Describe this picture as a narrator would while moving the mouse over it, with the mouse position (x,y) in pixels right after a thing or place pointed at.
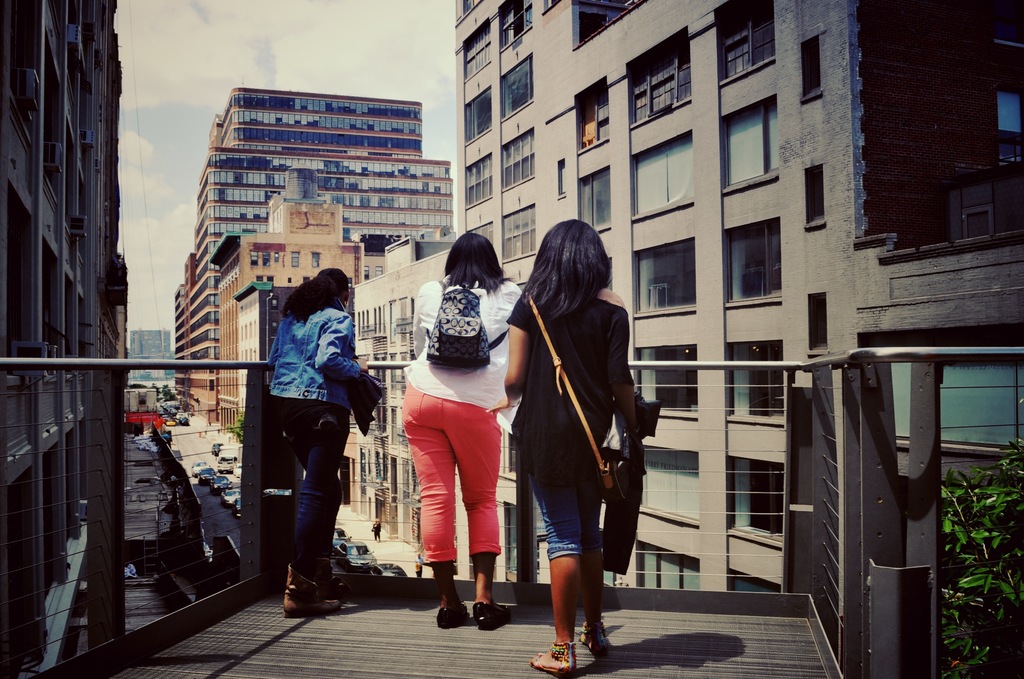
In this image in the front (294,399) there are persons (438,451) standing. In the background (270,264) there are buildings (334,243), there are cars (226,456) on the road (186,446). On the right side (943,508) there are leaves (1000,540) and the sky (278,60) is cloudy.
